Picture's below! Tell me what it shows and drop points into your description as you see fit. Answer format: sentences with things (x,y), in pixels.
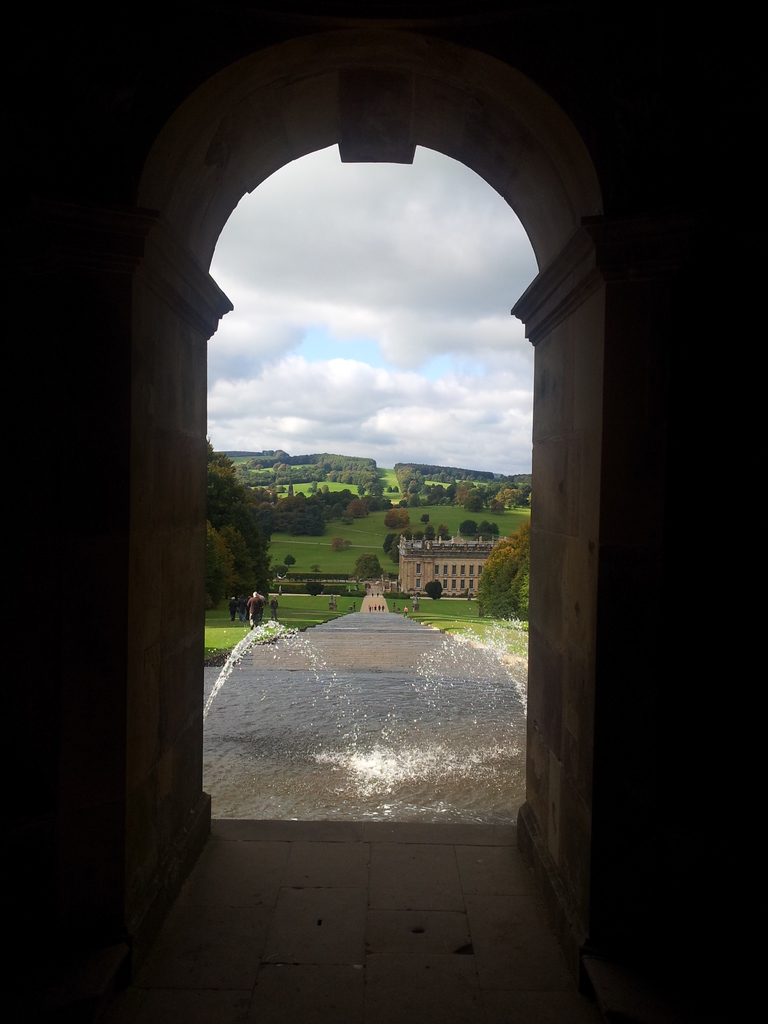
In the middle of this image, there is an arch (622,570). Through this arch (632,844), we can see there is water (366,767). On both sides of this water (364,658), there are trees (513,559) and grass (441,602) on the ground (376,541), there are persons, trees (475,495), buildings (426,557) and grass (376,517) on the ground (372,529) and there are clouds (390,376) in the blue sky (352,347).
